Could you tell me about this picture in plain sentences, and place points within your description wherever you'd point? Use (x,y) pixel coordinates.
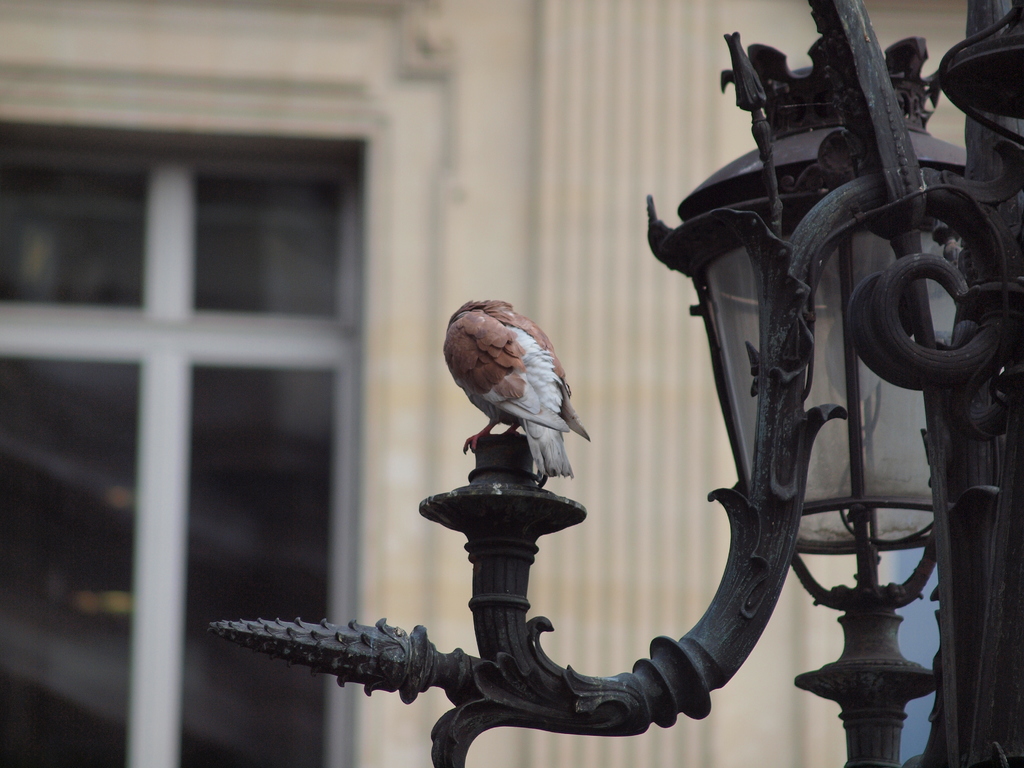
In the image we can see there is a bird (495,425) standing on the street light pole handle (693,712) and behind there is a building (258,260).
